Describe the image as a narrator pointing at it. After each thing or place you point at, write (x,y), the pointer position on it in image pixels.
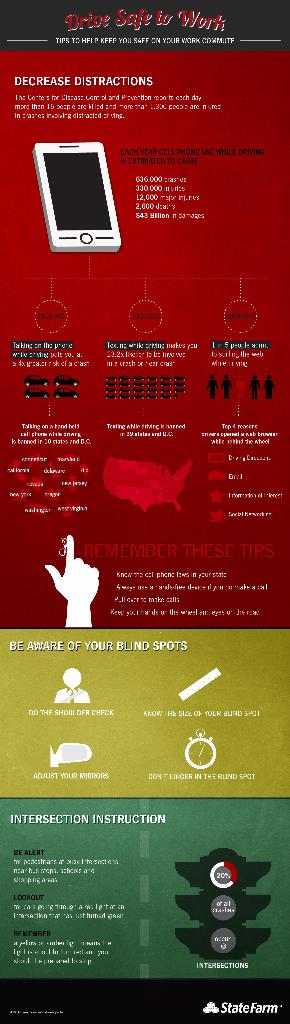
In this image we can see a poster (175,740) with text (159,589) and images (80,223).
